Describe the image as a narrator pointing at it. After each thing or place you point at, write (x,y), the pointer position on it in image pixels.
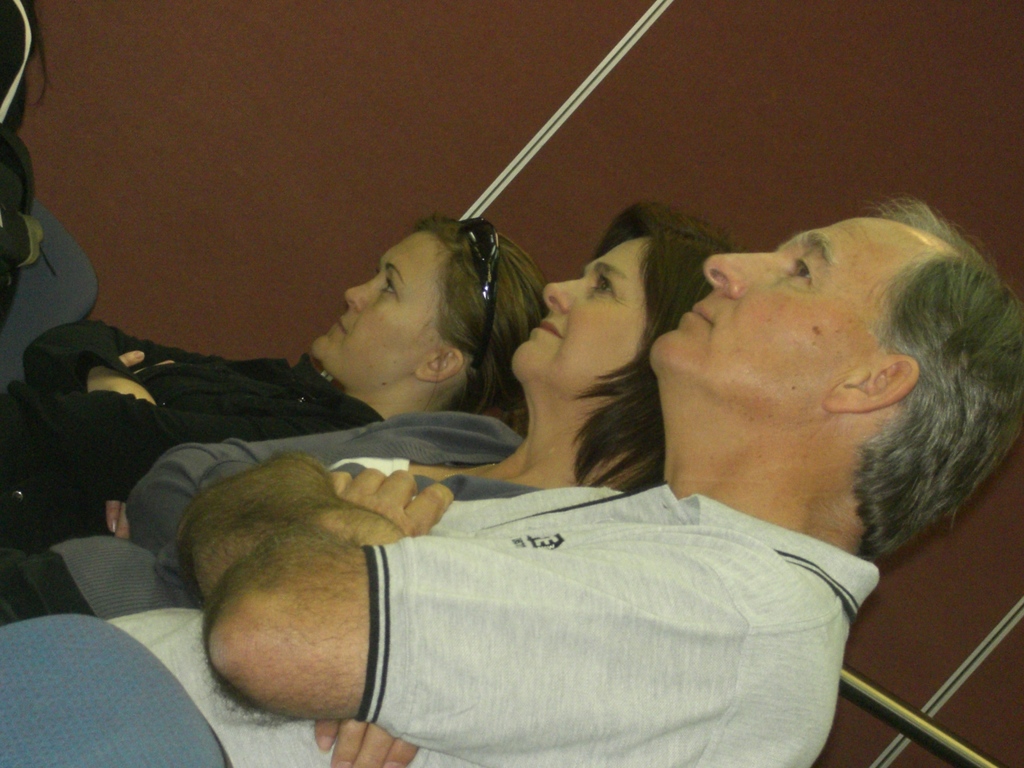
In this image there are three persons (234,542) who are sitting in the chairs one beside the other. In the background (403,190) there is a wall (494,94). There is a man (566,602) on the right side (712,614) and two women (442,440) beside him. All the three persons (352,627) are holding their hands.
